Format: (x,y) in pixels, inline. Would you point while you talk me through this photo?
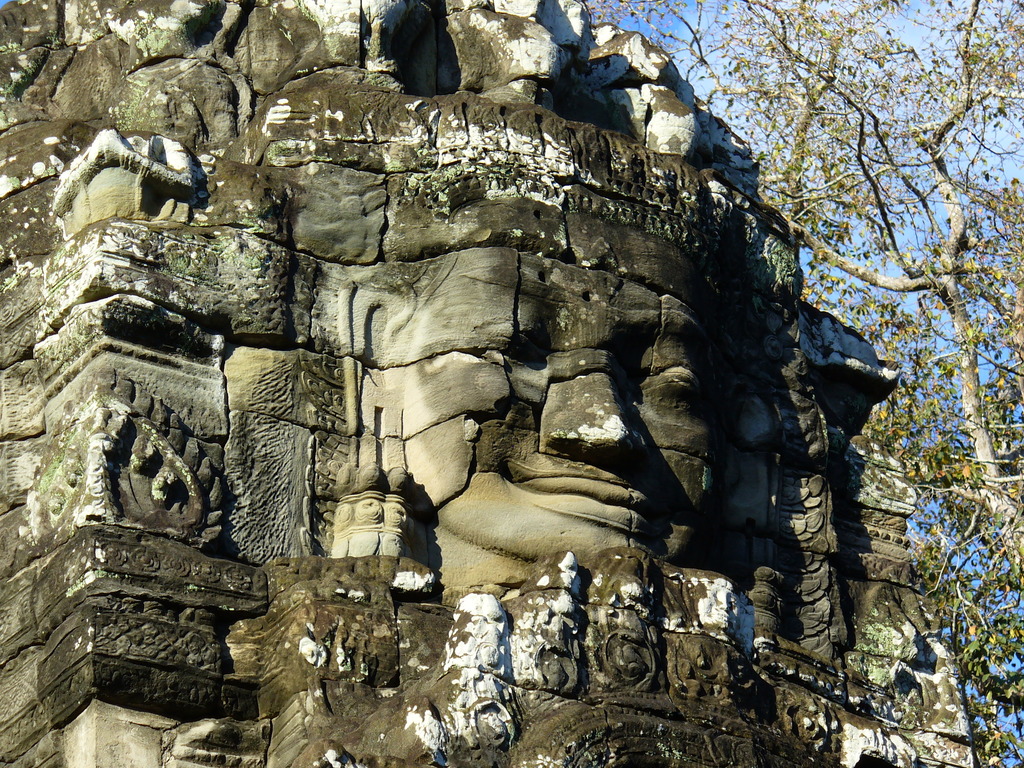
In this picture I can see the temple (370,159). In the center (648,363) I can see the human face (607,305) on the wall (432,293). On the right (1016,259) I can see the trees (1012,403). In the top right (1018,169) there is a sky (663,1).
